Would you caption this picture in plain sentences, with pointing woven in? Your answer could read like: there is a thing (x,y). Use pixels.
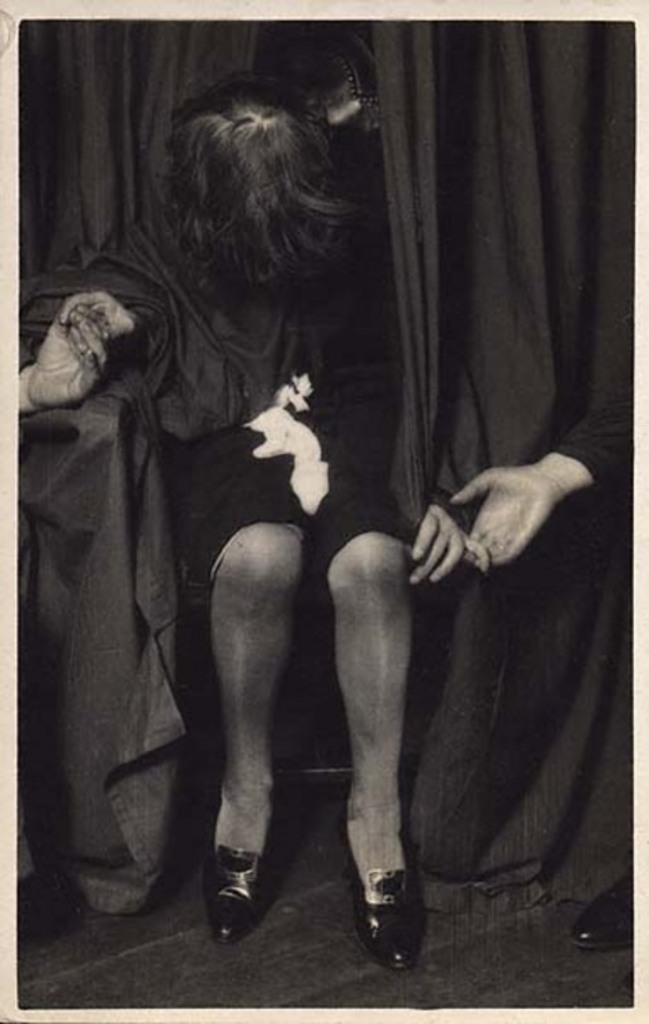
As we can see in the image there is a person (292,528) wearing black color dress (230,434) and there are curtains (138,101).
